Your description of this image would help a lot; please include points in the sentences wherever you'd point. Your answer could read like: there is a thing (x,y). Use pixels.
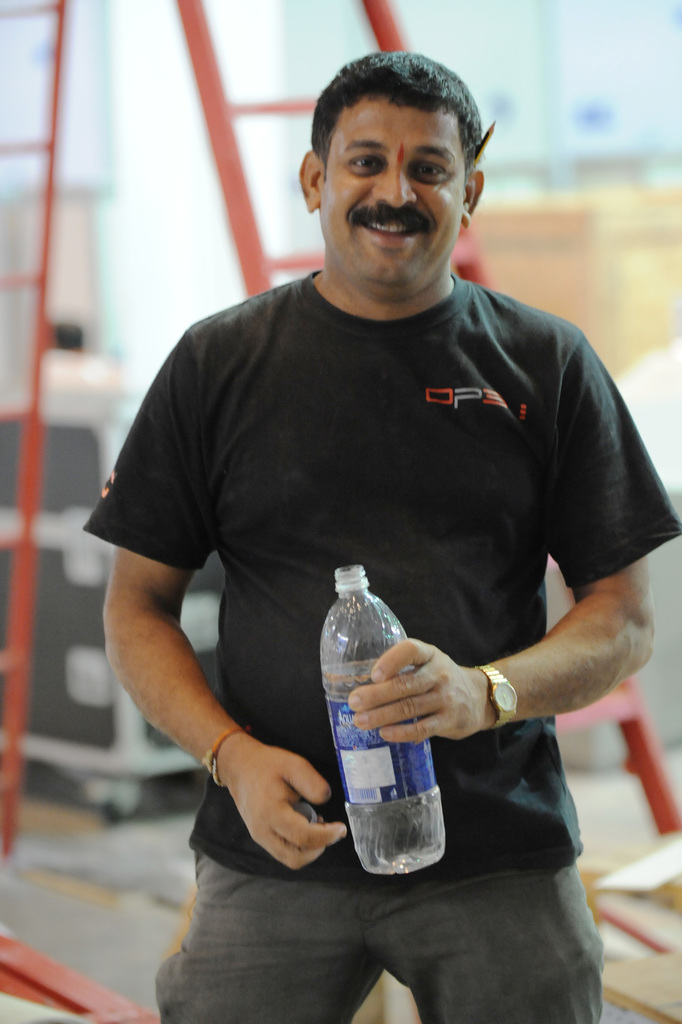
in this image i can see a person (441,417) standing, wearing a black t shirt (378,535) and holding a water bottle (348,806) in his hand (362,723). behind him there is a ladder (220,104).
